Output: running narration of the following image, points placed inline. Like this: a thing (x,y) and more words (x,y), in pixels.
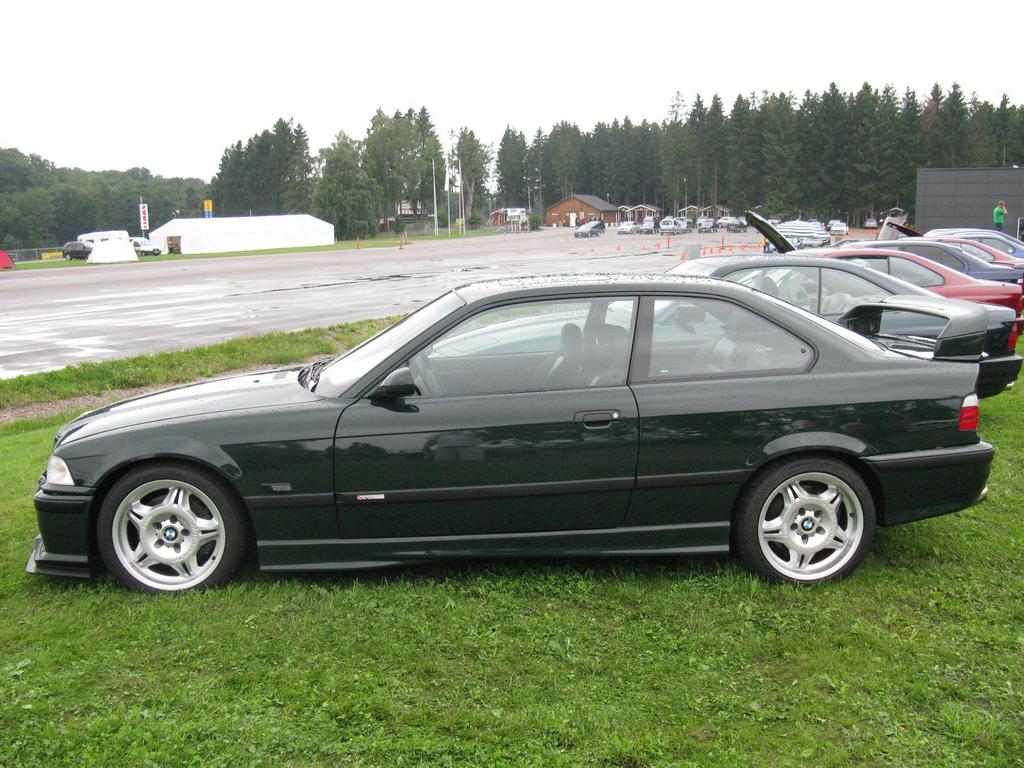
In this picture we can see vehicles (297,382), grass (97,665), road (640,266) and wall (953,197). There is a person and we can see poles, houses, boards (139,209) and trees (284,185). In the background of the image (661,76) we can see the sky (592,122).
